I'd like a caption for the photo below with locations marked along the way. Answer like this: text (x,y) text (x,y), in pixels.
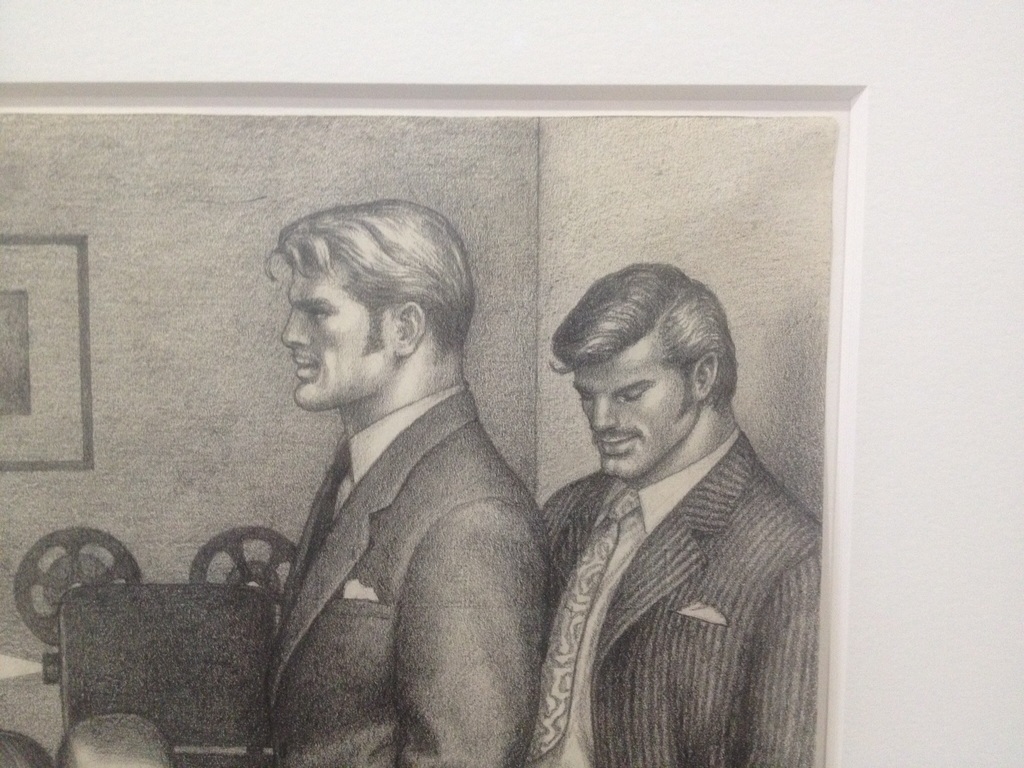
In the image we can see there is a pencil sketch (474,345) of a cartoon image (437,452) of men (493,529) standing and they are wearing formal suit (427,619). Behind there is a projector machine (208,631) and there is a flash (21,664) coming out of the projector machine (47,669). There is a photo frame (59,297) on the wall (260,386).
